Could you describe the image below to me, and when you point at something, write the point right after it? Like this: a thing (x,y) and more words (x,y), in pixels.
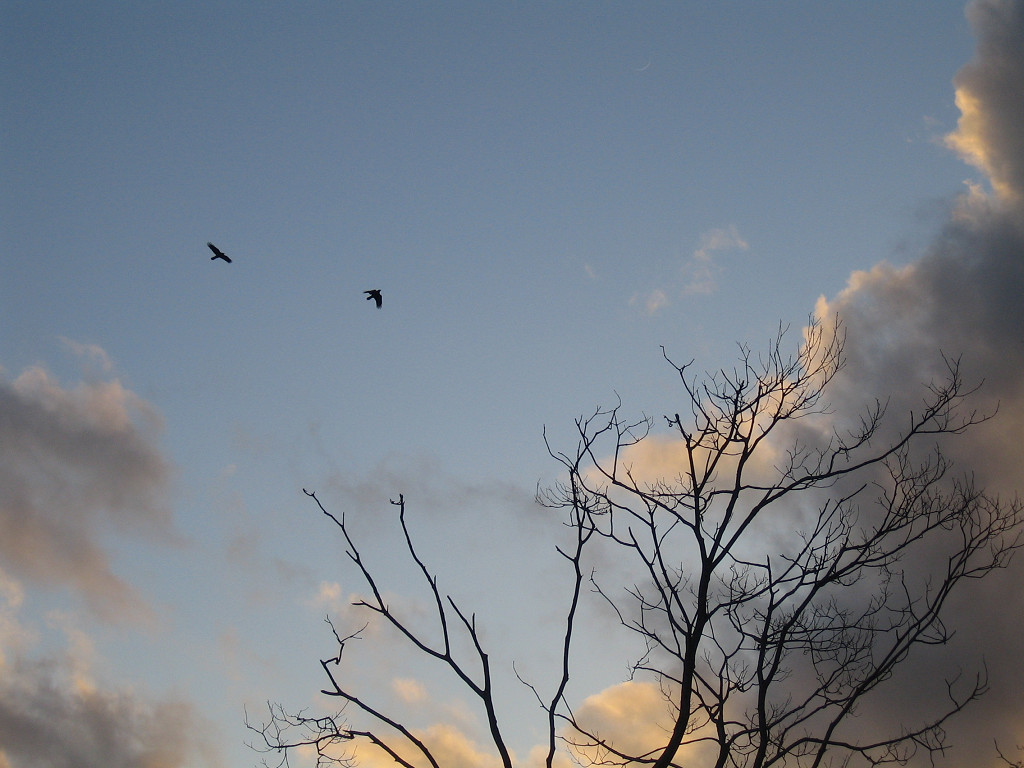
In this image we can see the tree (673,559) and also two birds (371,298) flying. In the background (566,314) there is sky (586,388) with the clouds (751,708).
